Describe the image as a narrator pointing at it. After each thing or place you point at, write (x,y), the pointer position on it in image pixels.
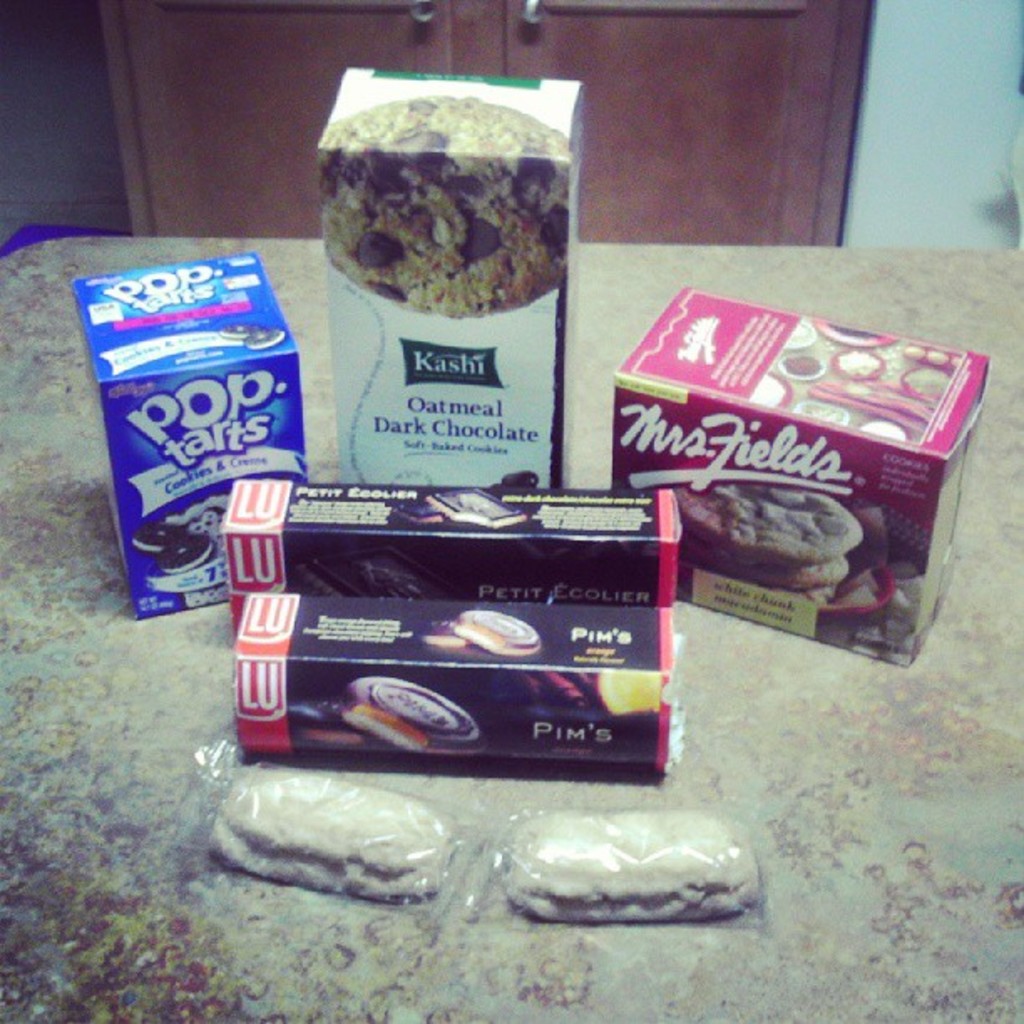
In this image we can see boxes (637,519) of snacks (531,692) and covers (539,880) are kept on the countertop (110,711). It seems like a cupboard (752,88) is present at the top of the image (164,117).
